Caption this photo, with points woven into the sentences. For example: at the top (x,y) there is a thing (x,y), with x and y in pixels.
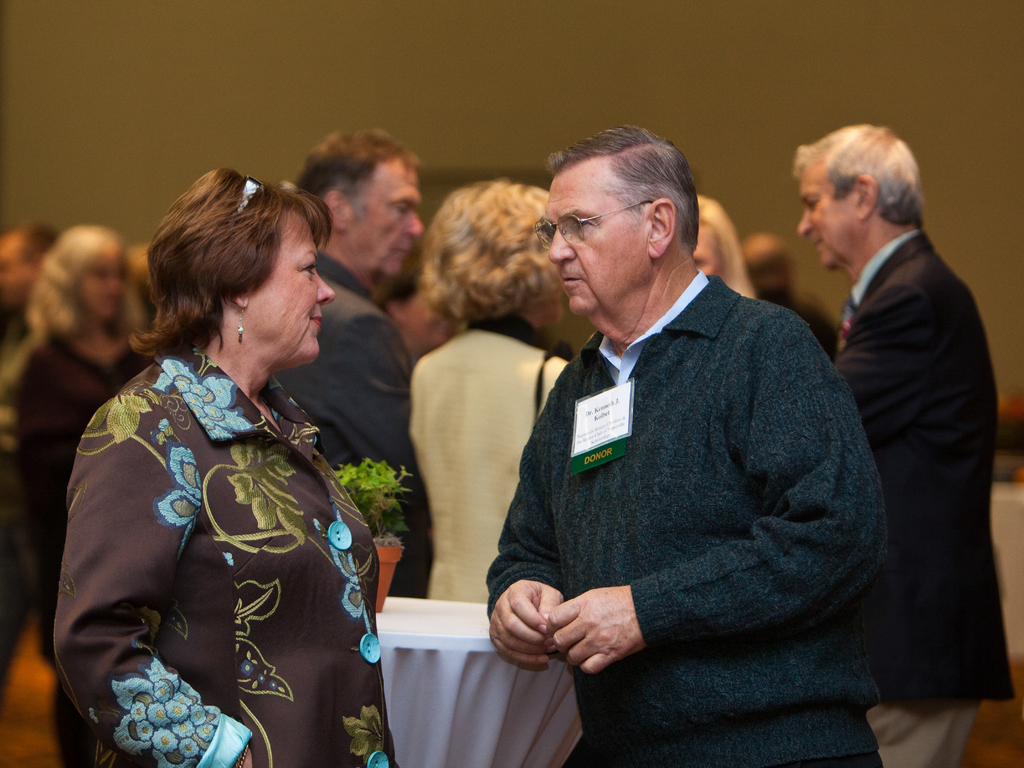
In this picture we can observe two members (620,478) standing. One of them was a woman (176,580) wearing brown color dress (198,634) and smiling and the other was a man (705,530) wearing a dark green sweater (702,487) and spectacles (560,219). Both of them were talking to each other. In the background (411,325) there are some people (427,325) standing. We can observe a table (410,632) on which there is a plant (384,527). In the background (425,78) there is a wall (466,68).
